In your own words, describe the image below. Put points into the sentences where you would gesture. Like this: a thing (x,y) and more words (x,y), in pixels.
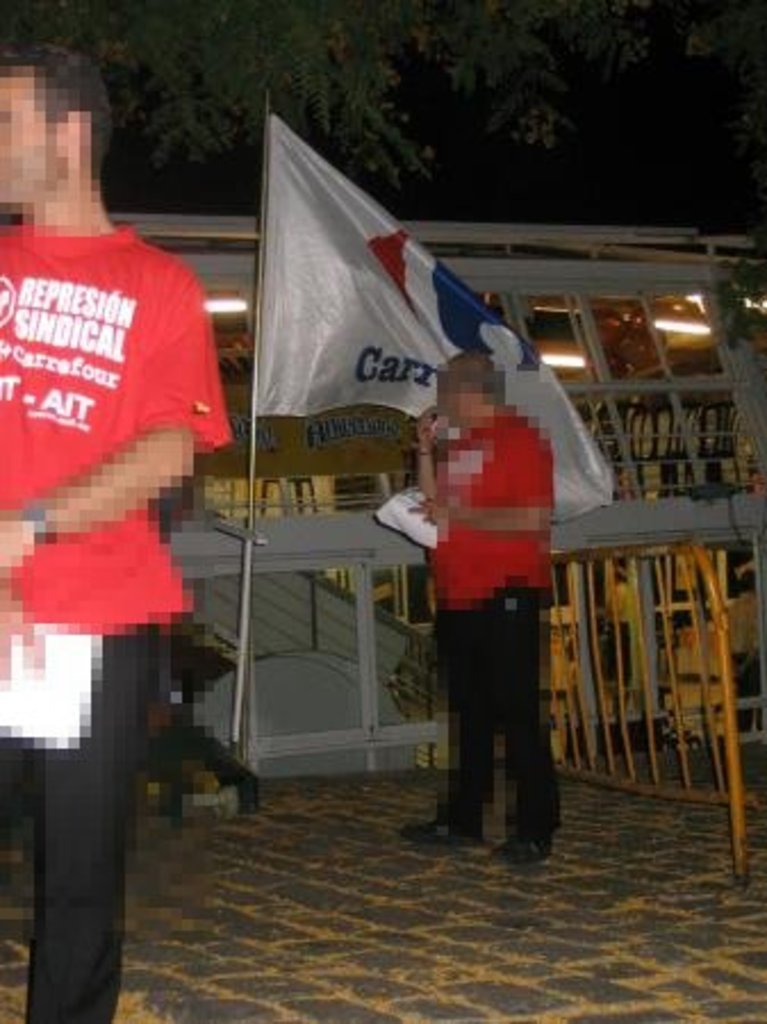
In the image we can see there are people (27,570) standing on the ground (404,839) and behind there is a building (639,441). Background of the image (366,43) is dark.
